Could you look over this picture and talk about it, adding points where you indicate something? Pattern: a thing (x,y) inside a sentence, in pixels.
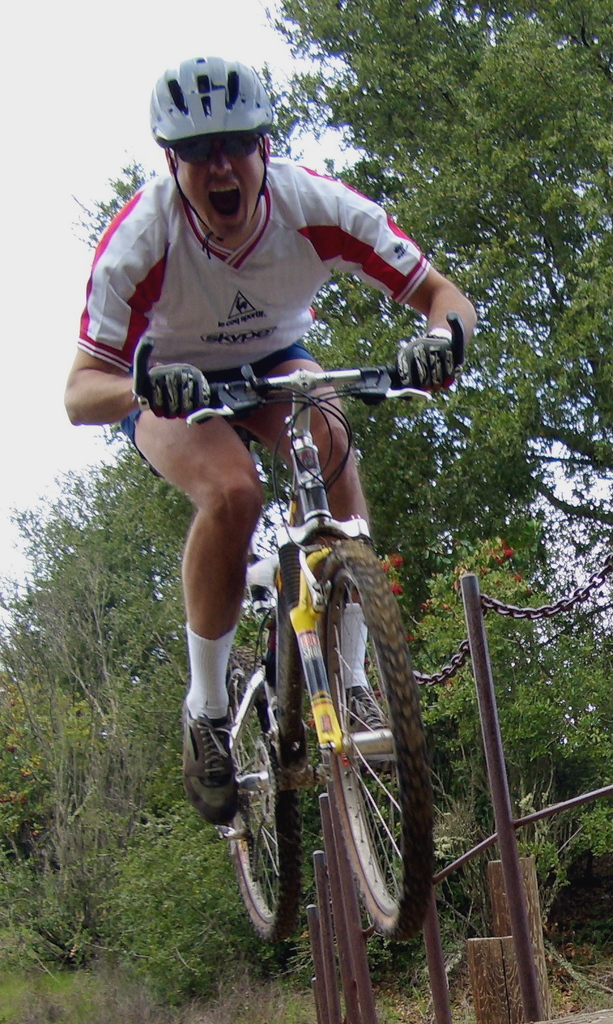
In the image we can see a person (236,299) wearing clothes (287,271), helmet (214,94), goggles (184,155), gloves (185,382), socks (209,649) and shoes (233,801). The person (232,614) is riding on a bicycle (318,677), this is a pole (506,861) and a chain (578,600) attached to it. There are trees (118,680) and a sky (72,108), this is a grass (45,995).
